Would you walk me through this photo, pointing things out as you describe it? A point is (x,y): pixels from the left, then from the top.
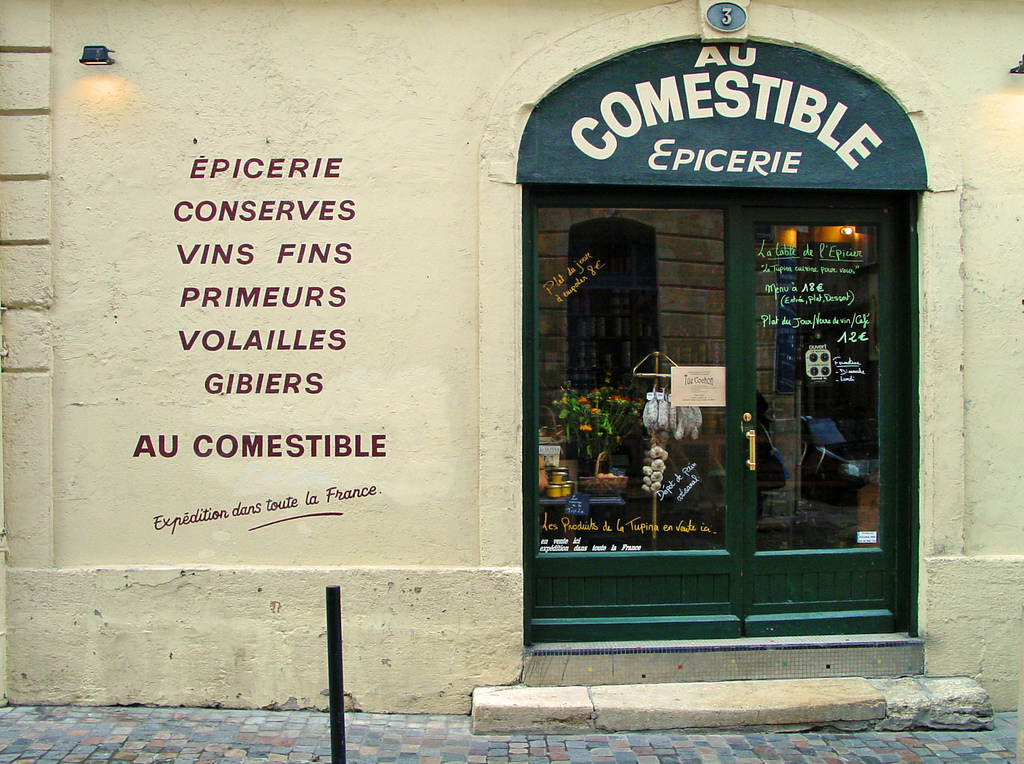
In this image there is a building (258,309) with some text (294,378) on the wall (330,154) and there is a glass door (640,410), the top of the door (623,227) there is some text (831,123). In front of the building (466,665) there is a rod (332,685) on the path (501,737).
